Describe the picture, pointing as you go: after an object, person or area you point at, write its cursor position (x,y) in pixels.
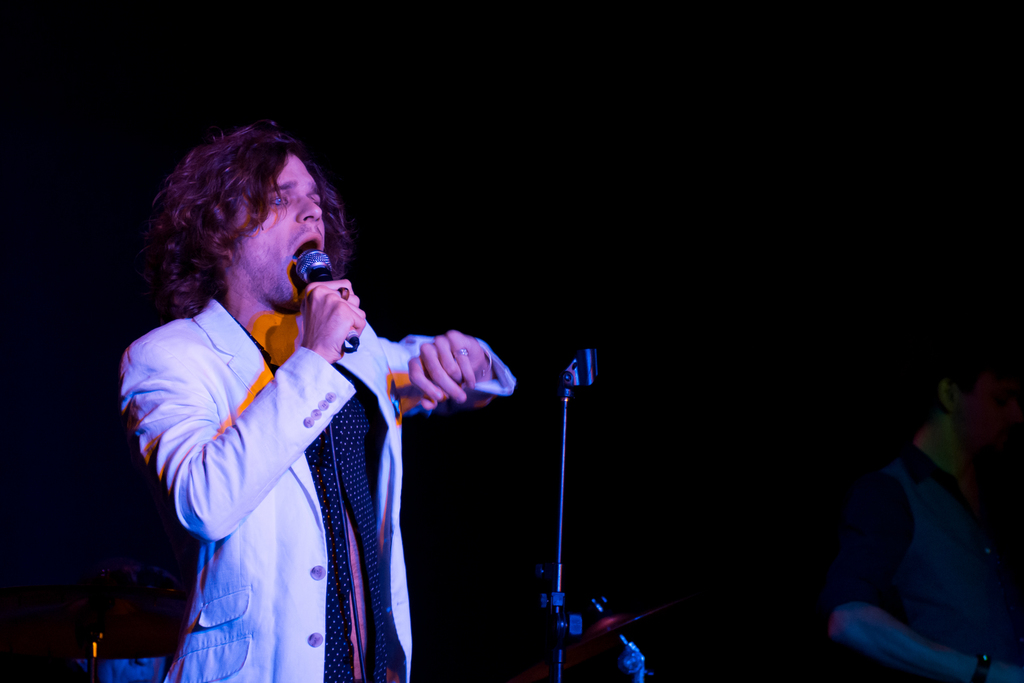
In the picture I can see a person (280,491) wearing white color blazer (295,584) and shirt (368,511) is standing here and holding a mic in his hands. The background of the image (974,621) is dark, where I can see the mic stand (563,651) and the person (905,589) on the right side of the image (905,618).
